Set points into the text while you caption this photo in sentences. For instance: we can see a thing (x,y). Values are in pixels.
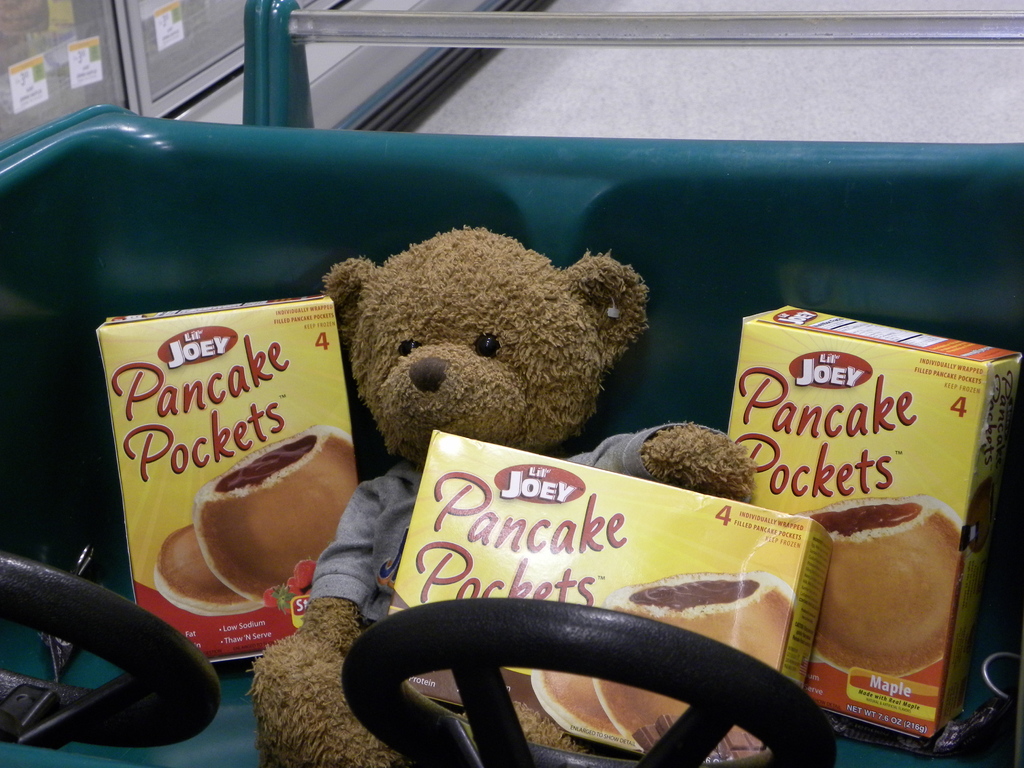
In this picture we can observe a brown color teddy bear (471,416) and three yellow color boxes (454,528). We can observe two black color steering wheels (57,628) to the blue color trolley (158,155). In the background (523,118) there is a floor (642,126).
